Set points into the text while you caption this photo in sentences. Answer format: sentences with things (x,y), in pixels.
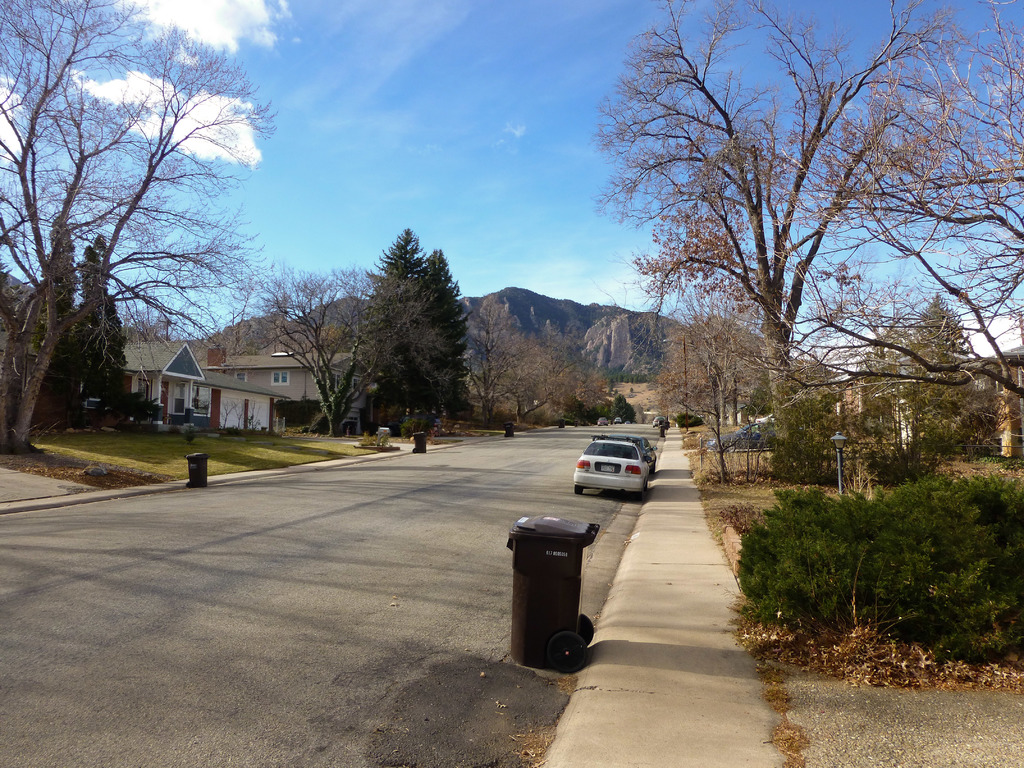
On the left side (256,632) there is a road (441,551). There are few cars (634,443) on the road (503,494) and also there is a dustbin (541,573). On the both sides of the road (564,464) I can see the trees (386,410) and buildings (259,372). On the right side (950,574) there are few plants (888,580). In the background (622,337) there is a rock mountain (599,324). At the top of the image (410,142) I can see the sky (345,143) and clouds (237,22).
